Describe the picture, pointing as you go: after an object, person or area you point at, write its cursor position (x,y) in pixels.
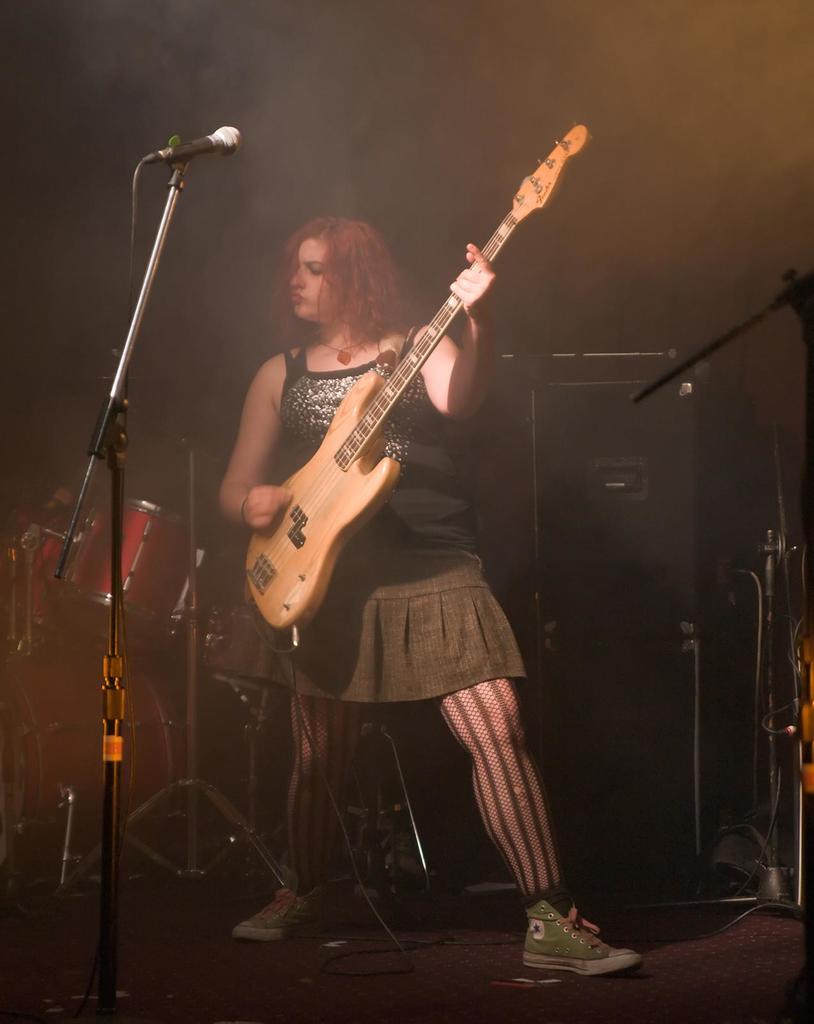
In this image I can see a woman (484,351) is standing and holding a guitar (288,541). I can also see she is wearing black top (413,474). Here I can see a mic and a drum set (154,567) in the background (164,547).
